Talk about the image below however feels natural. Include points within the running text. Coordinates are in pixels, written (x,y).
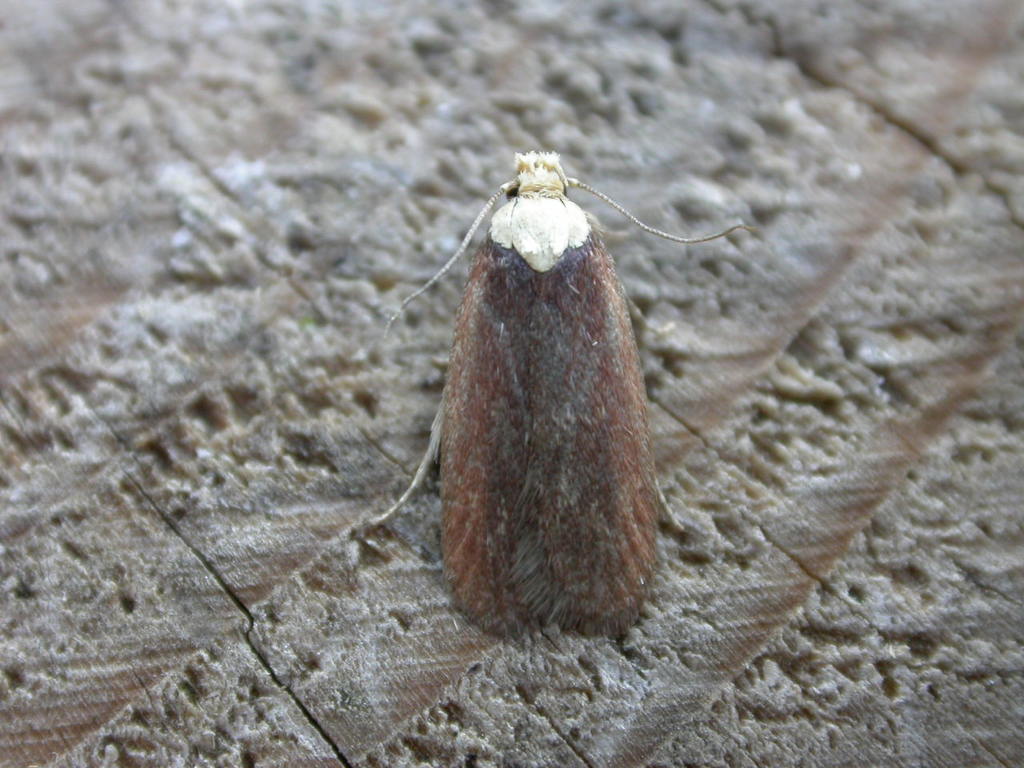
In this picture we can see an insect (504,574) on the wooden surface (289,470).
